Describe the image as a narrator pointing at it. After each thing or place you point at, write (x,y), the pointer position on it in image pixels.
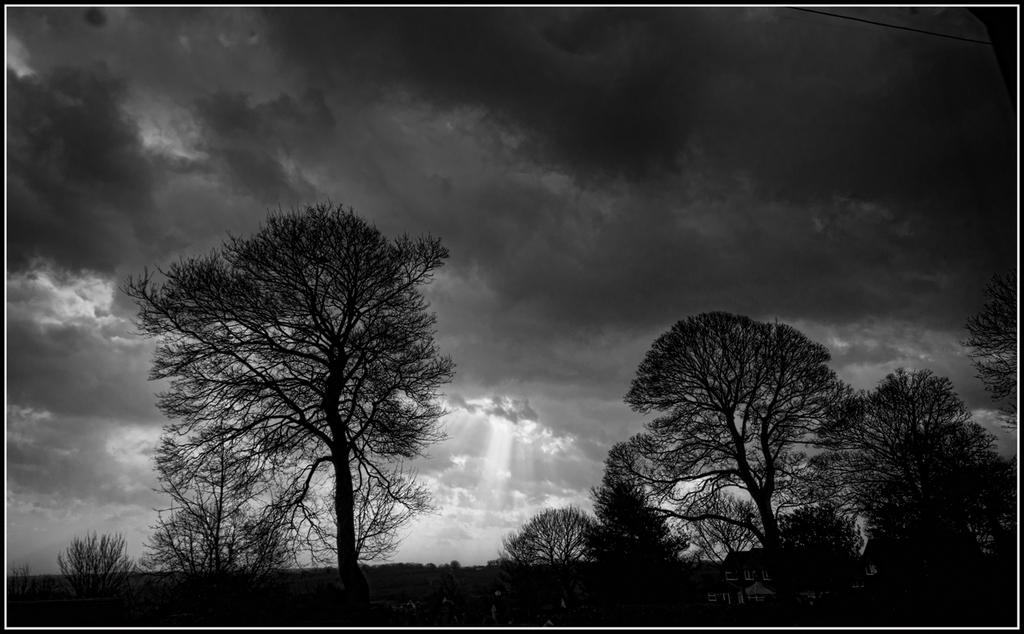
In the picture I can see trees (502,560). In the background (461,315) I can see the sky (417,218). This picture is black and white in color.
